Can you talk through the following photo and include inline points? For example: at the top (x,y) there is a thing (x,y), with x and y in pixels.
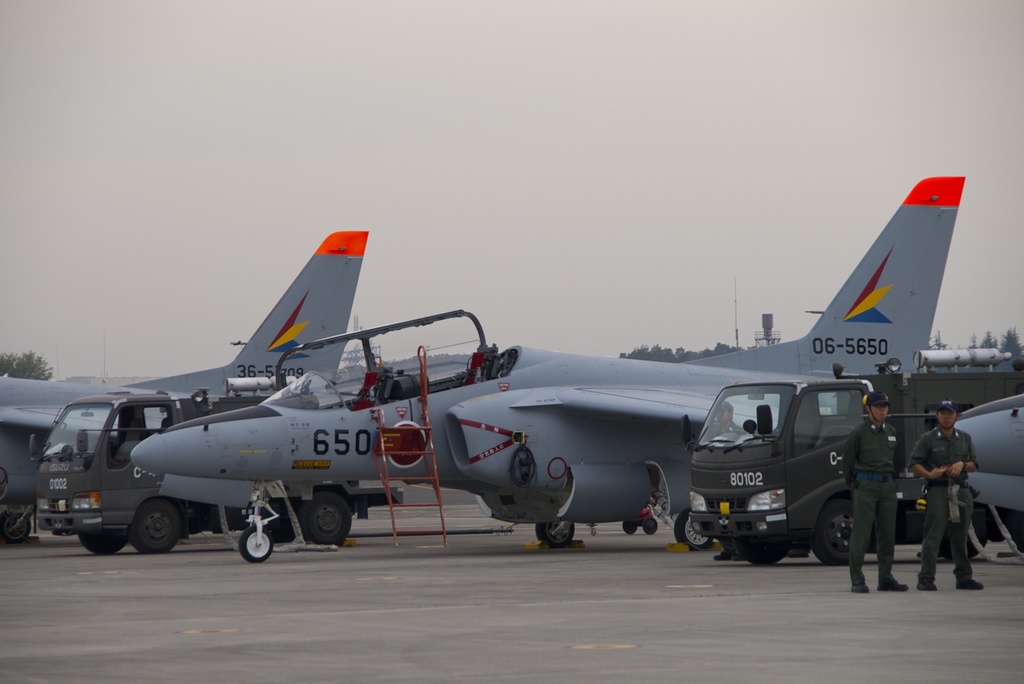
In this image there are vehicles (73,423) and aeroplanes (371,436) on the road (452,516). Beside them there are two persons (852,573) standing. At the back side (765,342) there are trees (721,347), water tank (765,326) and at the top (633,125) there is sky (606,124).
